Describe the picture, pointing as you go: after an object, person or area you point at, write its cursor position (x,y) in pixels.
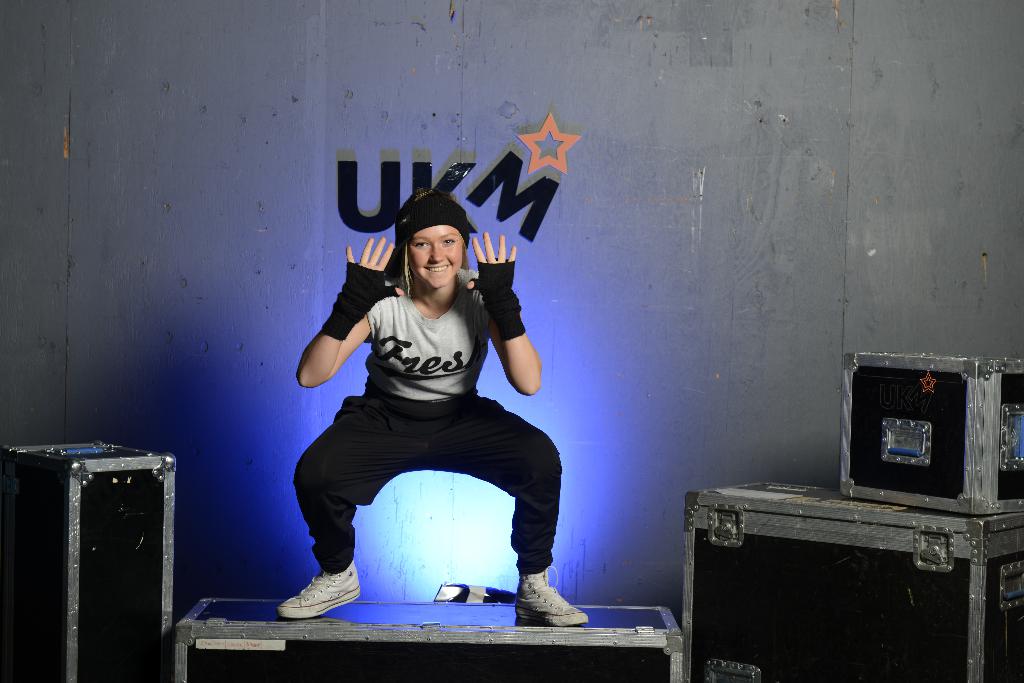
In the middle of the image (451,250), there is a woman (465,415) in black color pant (486,418) squatting on the box (404,602). On the left side (125,561), there is a box (74,509). On the right side (898,585), there is a small box (948,430) on other box (1005,626). In the background (587,125), there are letters (532,209) and a star (525,138) attached to the wall (791,108) and there is light (463,553).
